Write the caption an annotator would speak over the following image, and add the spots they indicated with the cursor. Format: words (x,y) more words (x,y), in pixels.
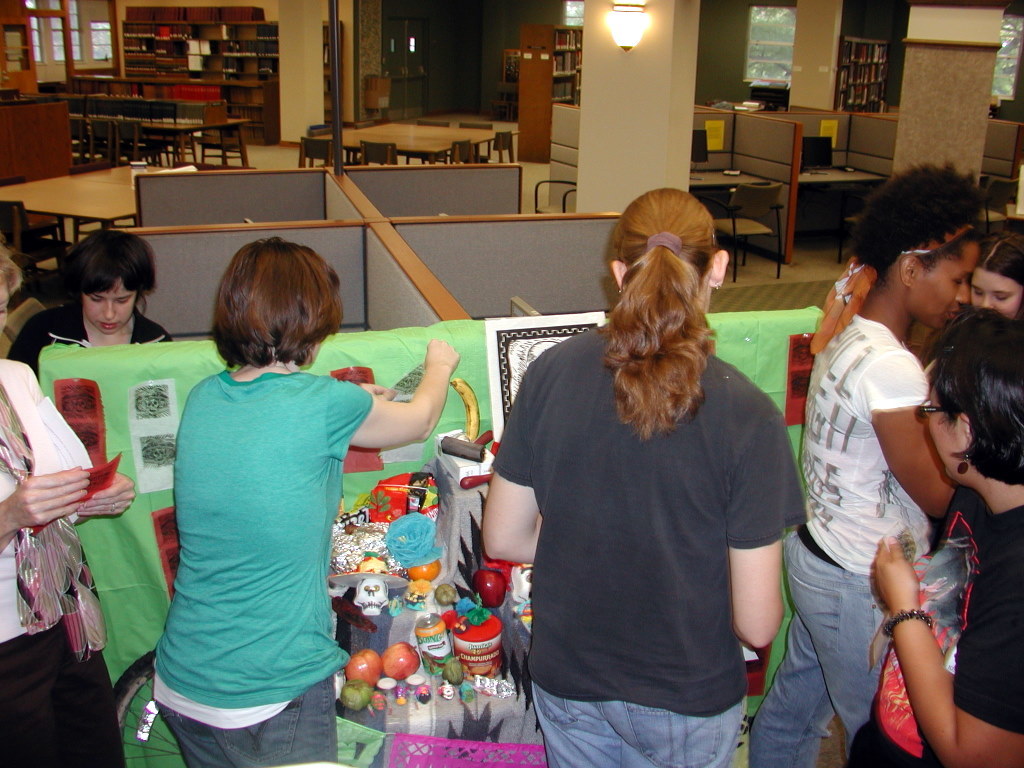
In this image we can see some persons (964,481), fruits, papers (720,137), cabins (393,309) and other objects (98,371). In the background of the image (463,92) there are shelves (132,37), tables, chairs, light (638,40), pillar (821,86), wall (719,77), windows (1001,94) and other objects (19,47).
